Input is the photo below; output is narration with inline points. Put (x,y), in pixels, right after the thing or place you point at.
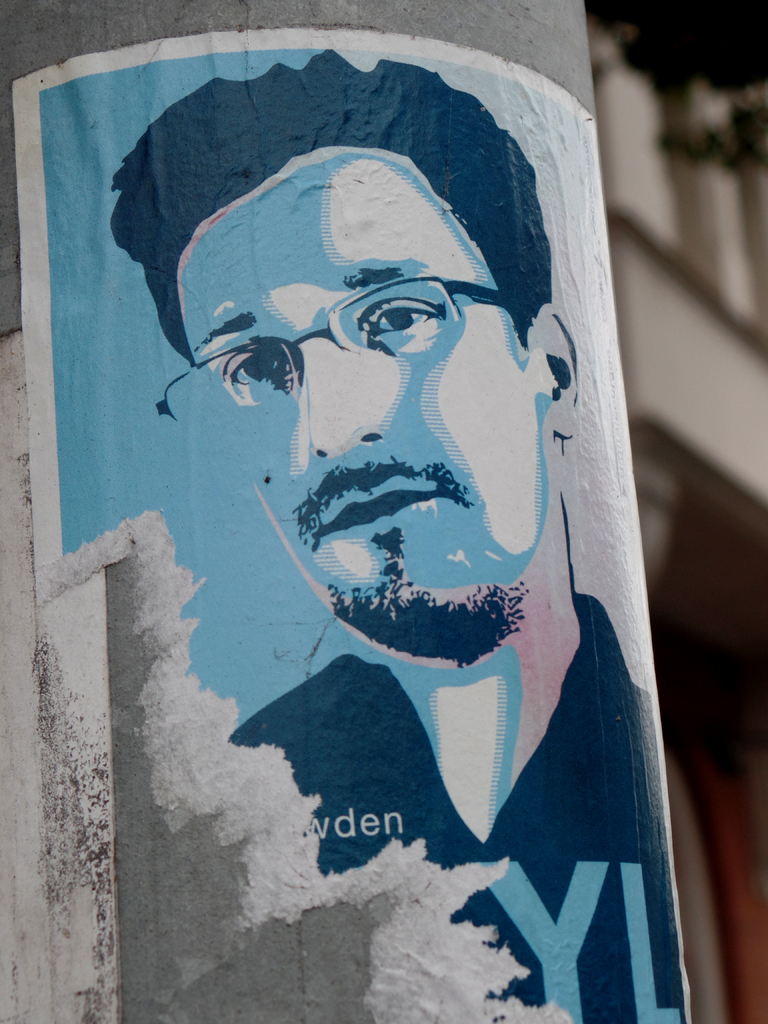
There is a image (402,440) of a person (315,545) on the poster (263,246) is attached to a pillar (460,39).
